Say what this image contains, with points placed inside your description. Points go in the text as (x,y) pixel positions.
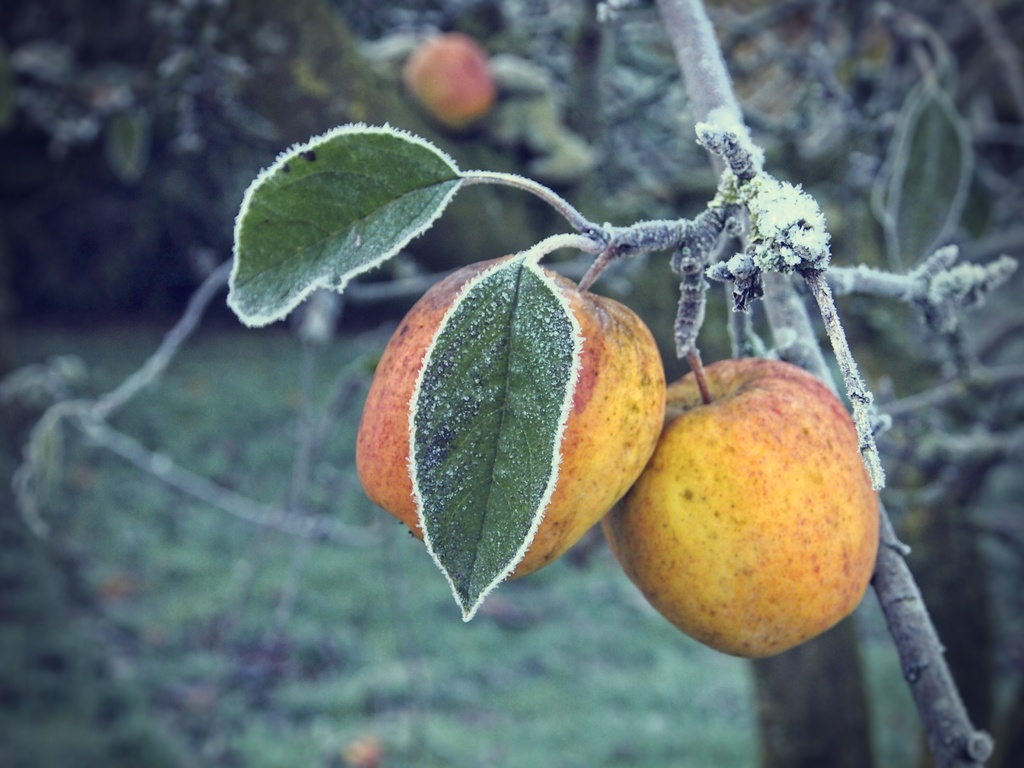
In this picture, we can see fruits (596,438), leaves (523,273) of a tree (783,354) are highlighted, and we can see the blurred background (72,386).
